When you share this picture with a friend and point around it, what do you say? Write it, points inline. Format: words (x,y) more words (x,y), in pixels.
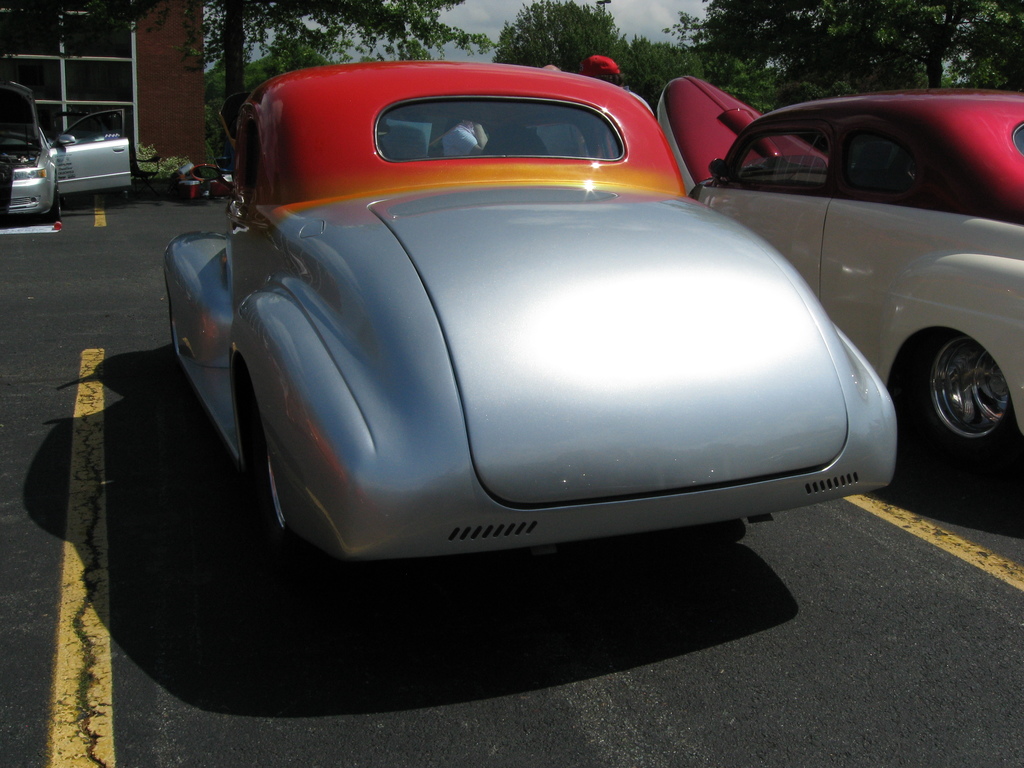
In this image we can see few vehicles (774,261). There is a car (79,168) at the left side of the image (71,156). There are few objects (208,183) placed on the ground (105,277). There is a person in the image. There are many trees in the image. There is a building (159,43) in the image.
